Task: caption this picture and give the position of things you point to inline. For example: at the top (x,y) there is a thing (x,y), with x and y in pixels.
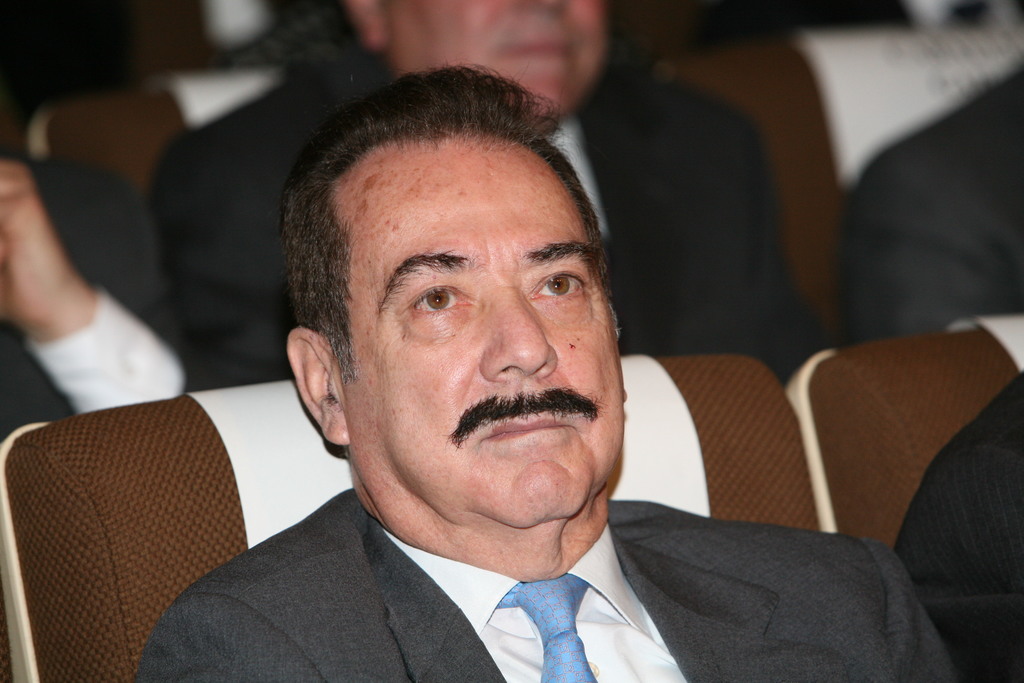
In this picture I can observe a man (385,410) sitting in the sofa (627,496). He is wearing a coat (297,585). In the background (207,323) there are some men (215,245).
